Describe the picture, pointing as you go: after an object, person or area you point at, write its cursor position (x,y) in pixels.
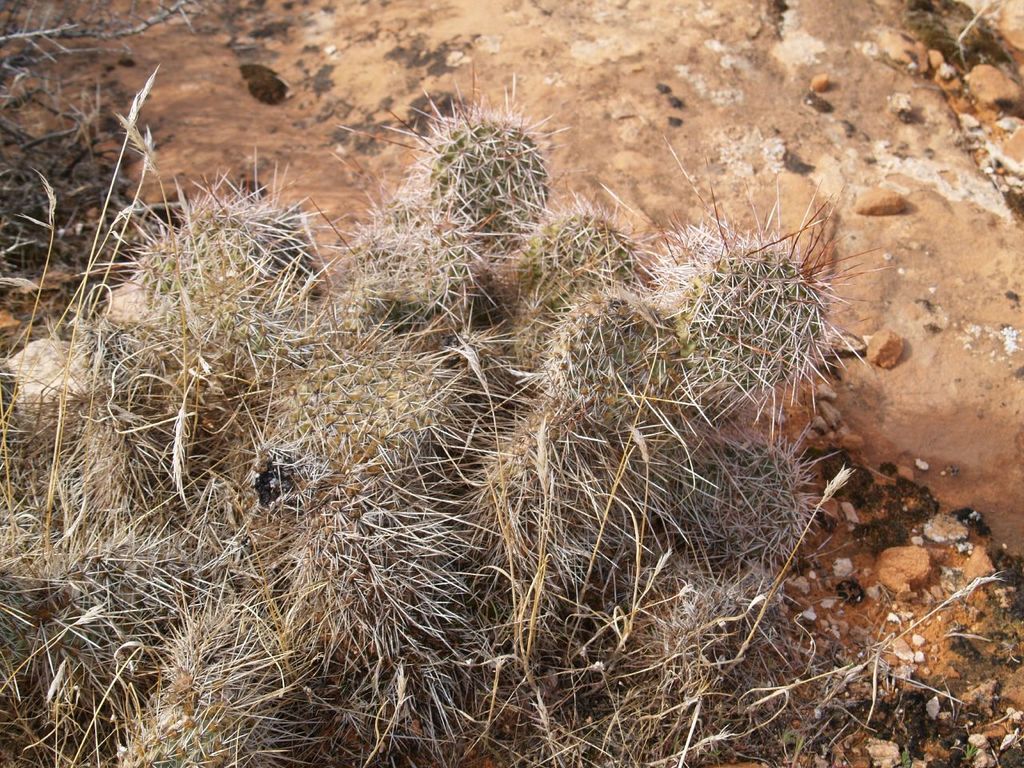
In the picture I can see plants (460,549), stones (946,583) and some other things (942,570).
